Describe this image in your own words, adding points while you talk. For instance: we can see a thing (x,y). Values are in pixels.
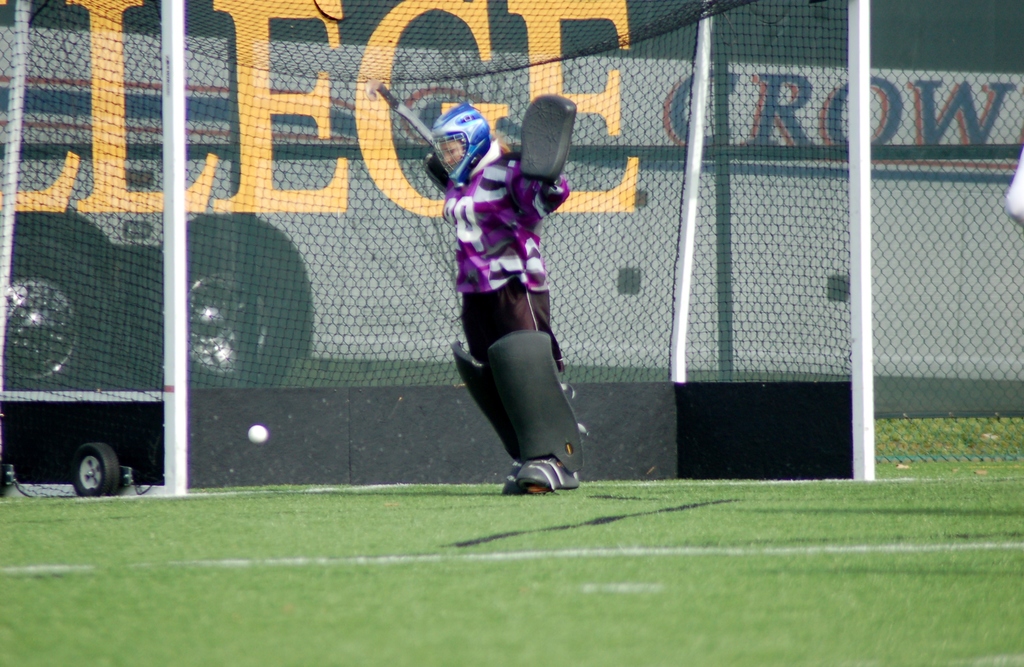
In this picture I see the grass (172,603) in front (294,610) and I see a person (452,186) who is standing and I see this person (462,226) is wearing jersey (487,208) and I see a ball (260,434) to the left of that person (534,350) and in the background (188,424) I see the net (25,272) and I see something is written on a vehicle (792,149).
